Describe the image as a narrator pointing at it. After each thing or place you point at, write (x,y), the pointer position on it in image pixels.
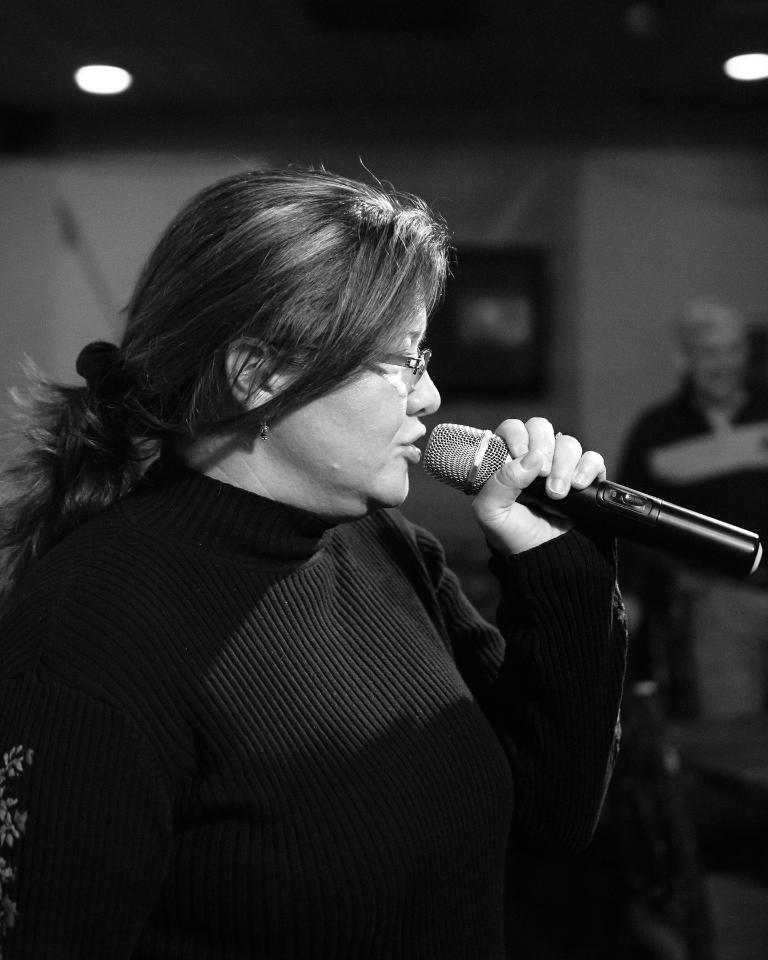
A woman (278,479) is singing in a microphone (447,467) by holding it in her hand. She is wearing a spectacles (409,362), dress (343,587) the left side of an image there is a light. There is a man (689,476) at right (708,414).
